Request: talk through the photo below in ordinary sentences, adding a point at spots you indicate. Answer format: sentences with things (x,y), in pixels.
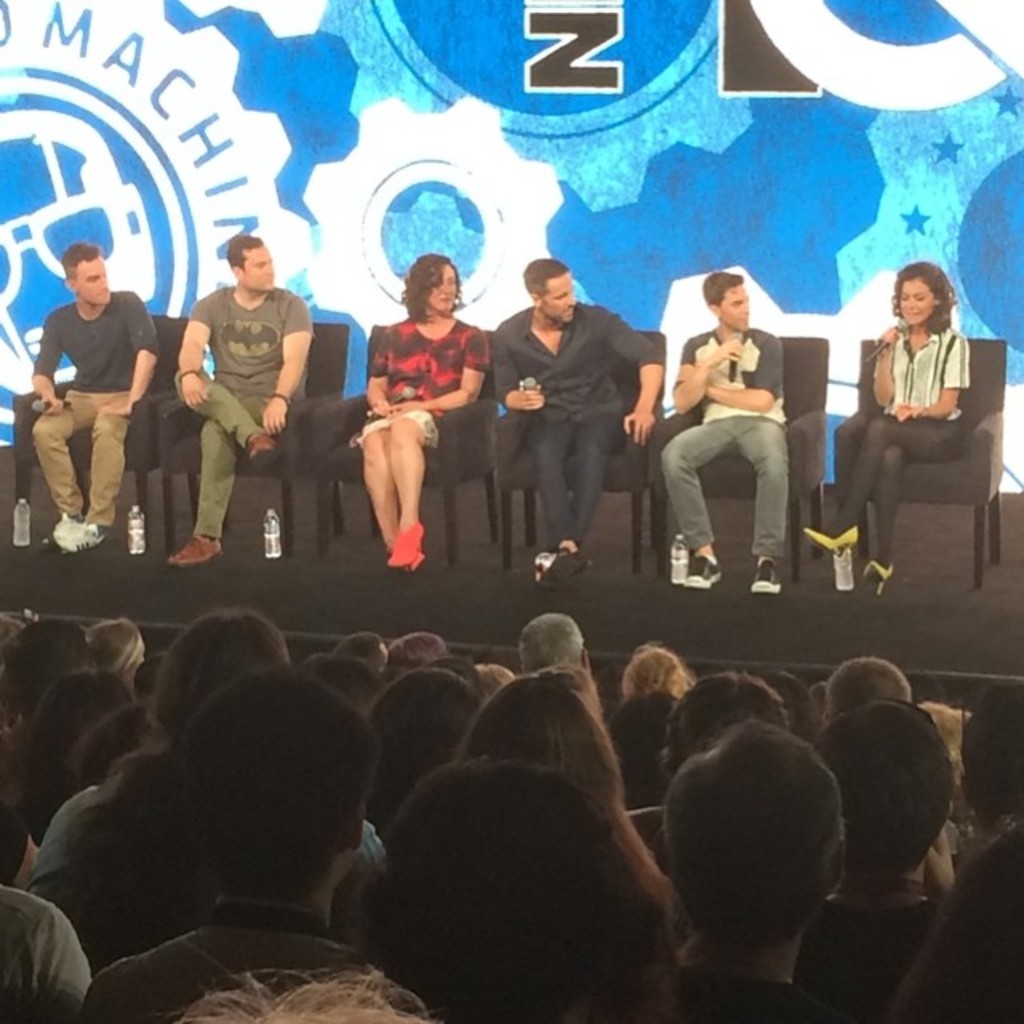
In this image we can see these people (410,692) are sitting here and these people (741,437) are sitting on the chairs (626,436) on the stage (180,582). Here we can see the water bottles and the blue and black color banner (517,263) in the background (841,178).
